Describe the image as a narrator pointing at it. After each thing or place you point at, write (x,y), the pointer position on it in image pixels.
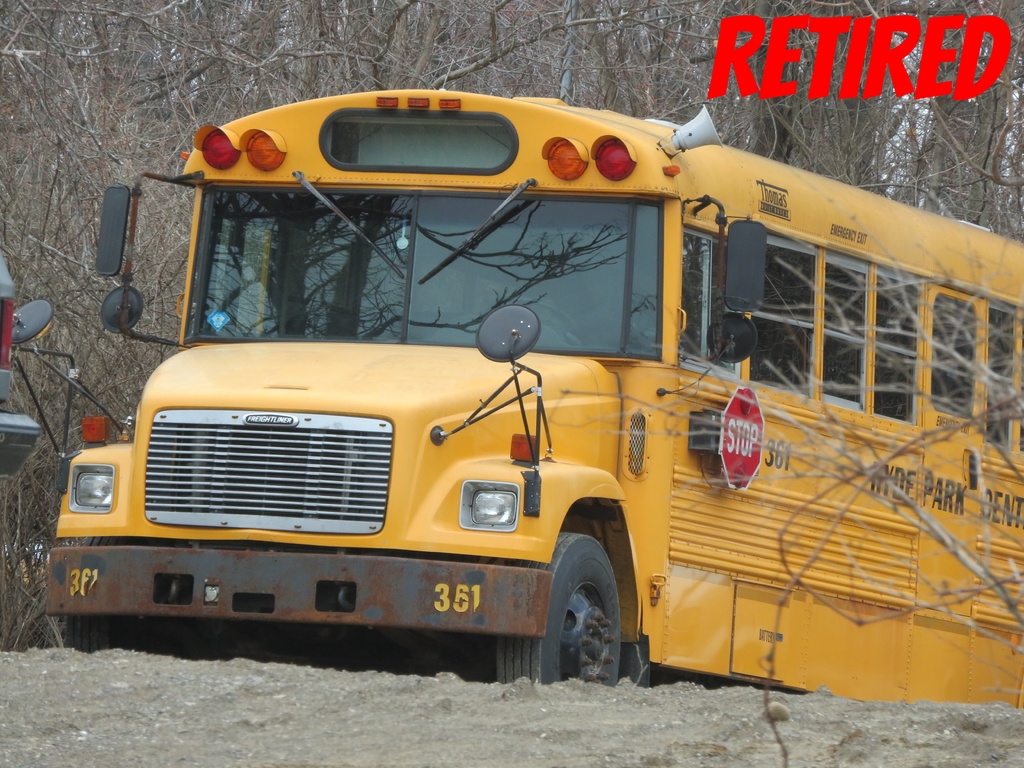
In this image we can see two vehicles (634,364) and in the background (426,76) there are dry trees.
